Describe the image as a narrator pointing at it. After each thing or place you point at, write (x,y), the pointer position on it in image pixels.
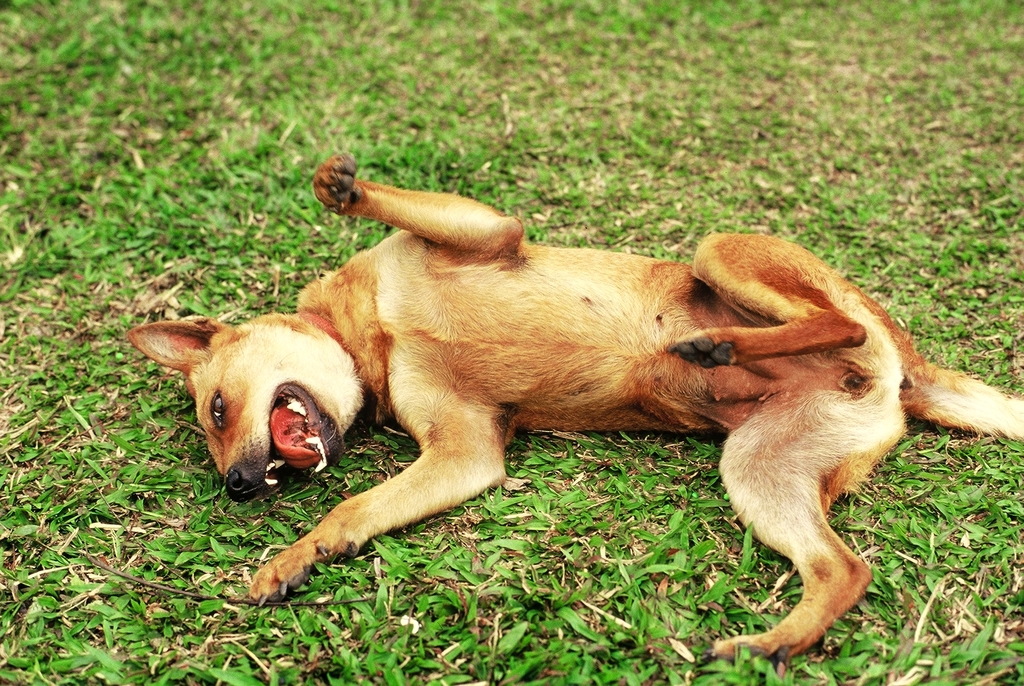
In the center of the image (386,351) we can see a dog (698,412). At the bottom (474,560) there is grass (304,609).
